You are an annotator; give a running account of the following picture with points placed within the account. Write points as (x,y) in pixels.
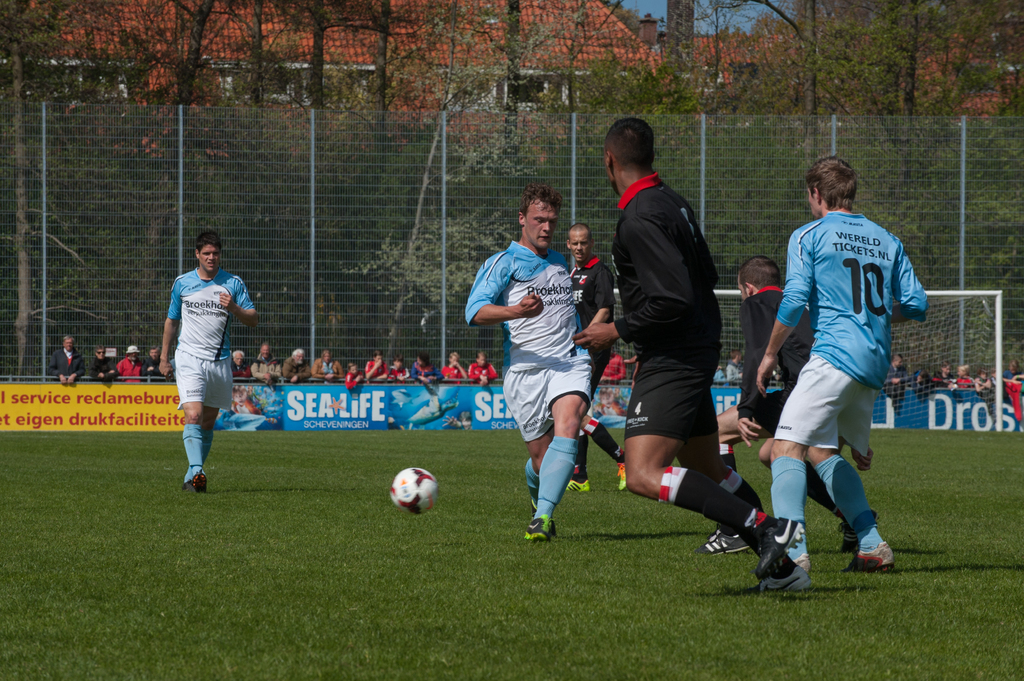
In this image few players (499,321) are playing football. This is the football (400,488). there is boundary (89,292) around the ground (391,499). This is the goal post (915,358). These are the banners (61,410). Many people (443,366) are standing here and watching the game. In the background (550,70) there are buildings (538,73) and trees (761,75).
